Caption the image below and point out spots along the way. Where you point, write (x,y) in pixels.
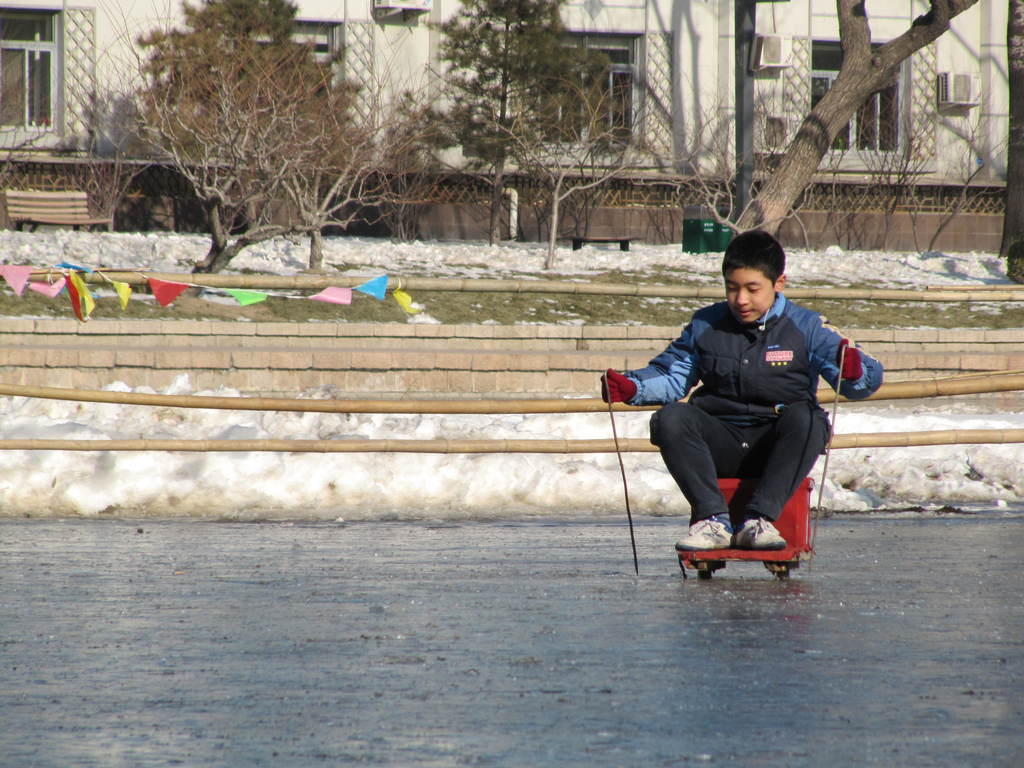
In this picture we can see a boy (630,396) wore a jacket (774,367), gloves (612,380) and sitting on a sled (758,550) and holding sticks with his hands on the ice (548,588) and in the background (460,482) we can see flags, benches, trees (554,230), bins (696,226), snow (666,248), building (429,23) with windows (39,117) and some objects (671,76).
